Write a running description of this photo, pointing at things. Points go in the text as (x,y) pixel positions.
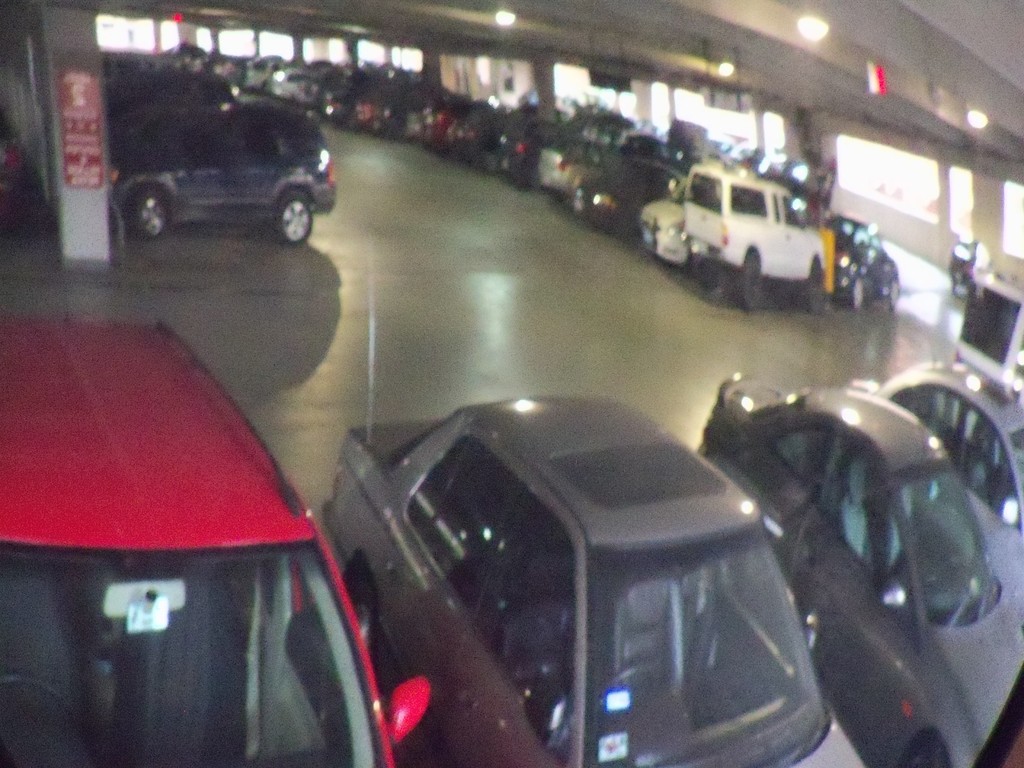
This image is taken in the cellar (441,233). We can see cars (624,192) placed in the parking area (383,430) and there is a board (83,155) placed on the pillar (83,59). At the top (500,17) there are lights (817,30).
